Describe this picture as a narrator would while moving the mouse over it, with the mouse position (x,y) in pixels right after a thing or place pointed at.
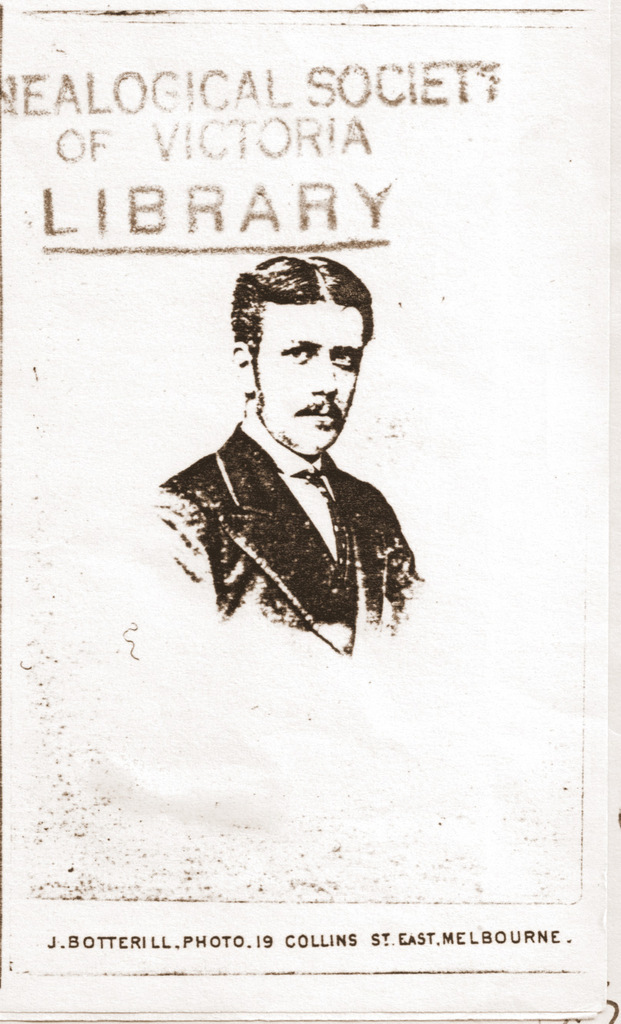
In the image we can see a paper (263,765), in the paper (302,68) we can see some text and we can see a person drawing (256,308).
